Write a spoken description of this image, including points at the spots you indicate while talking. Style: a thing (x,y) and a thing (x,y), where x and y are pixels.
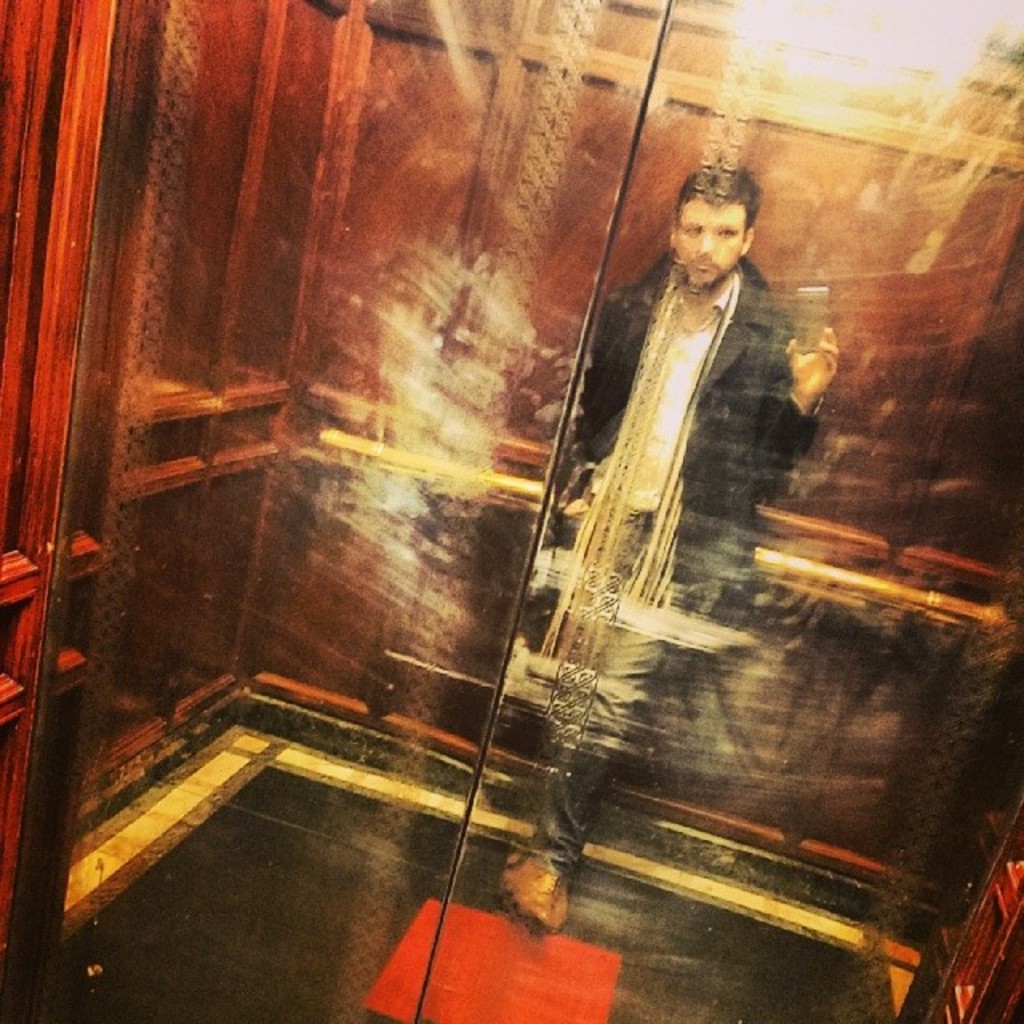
In this image I can see a glass (783,94) in which I can see a reflection (784,361) of a person (800,410) standing, he is holding a mobile phone (797,318).
